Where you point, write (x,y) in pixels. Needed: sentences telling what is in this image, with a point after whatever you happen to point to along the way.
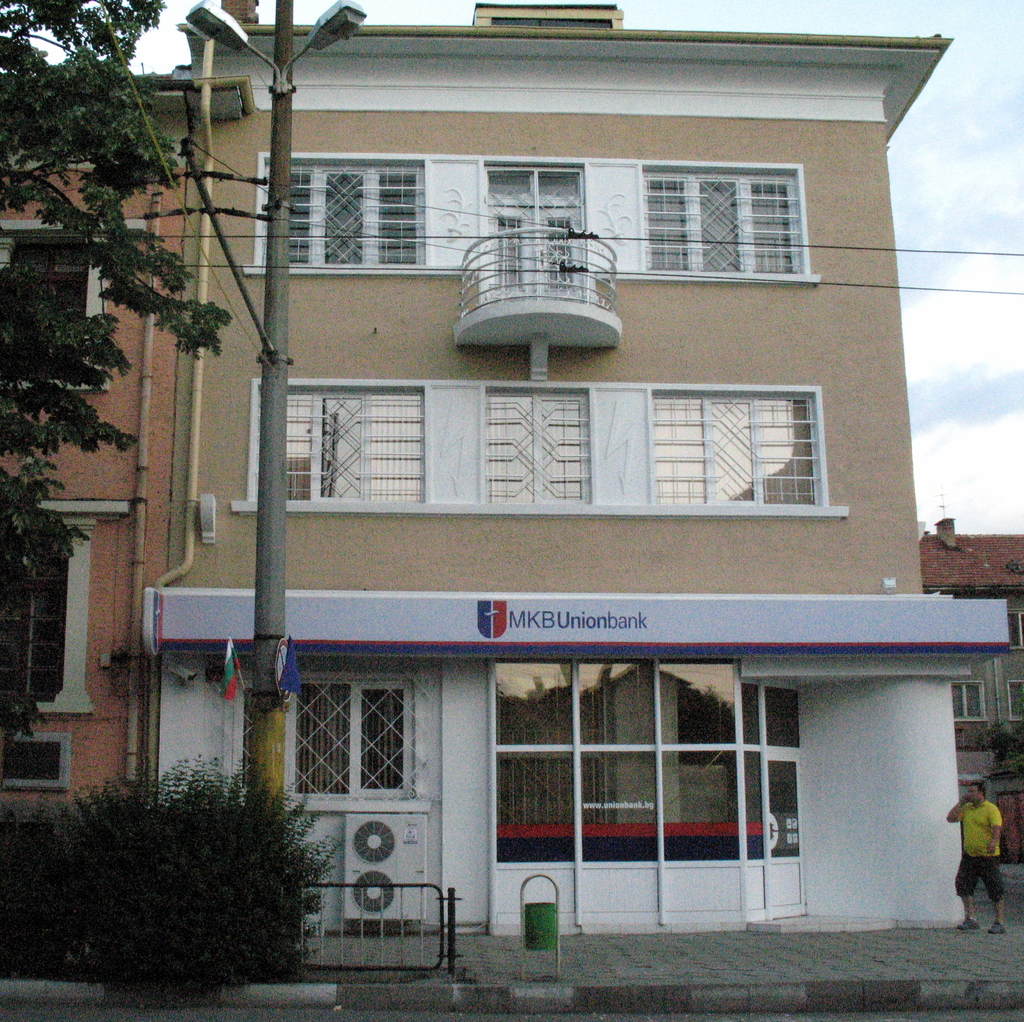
In this picture we can see few buildings (621,317), trees (118,81) and shrubs (323,859), in front of the buildings (315,419) we can find a pole (276,273), air conditioners (390,815) and a man (974,890), and also we can see few pipes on the wall (162,348).
